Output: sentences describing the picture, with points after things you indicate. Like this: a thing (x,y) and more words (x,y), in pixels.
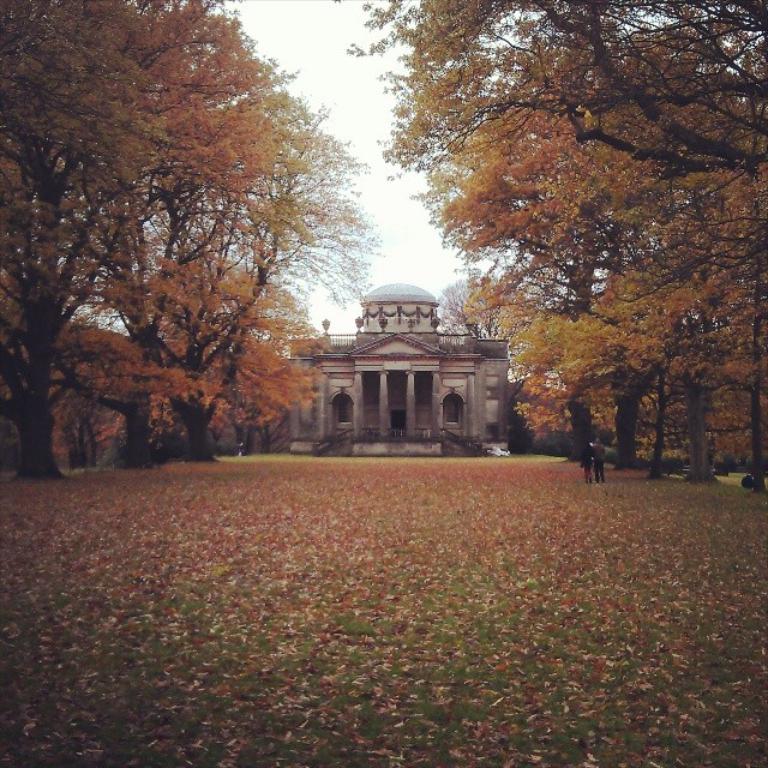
In this picture we can see leaves (392,574) on the ground (358,582), in the background (494,359) we can find few trees (642,228), building (491,370) and few people (590,446).
